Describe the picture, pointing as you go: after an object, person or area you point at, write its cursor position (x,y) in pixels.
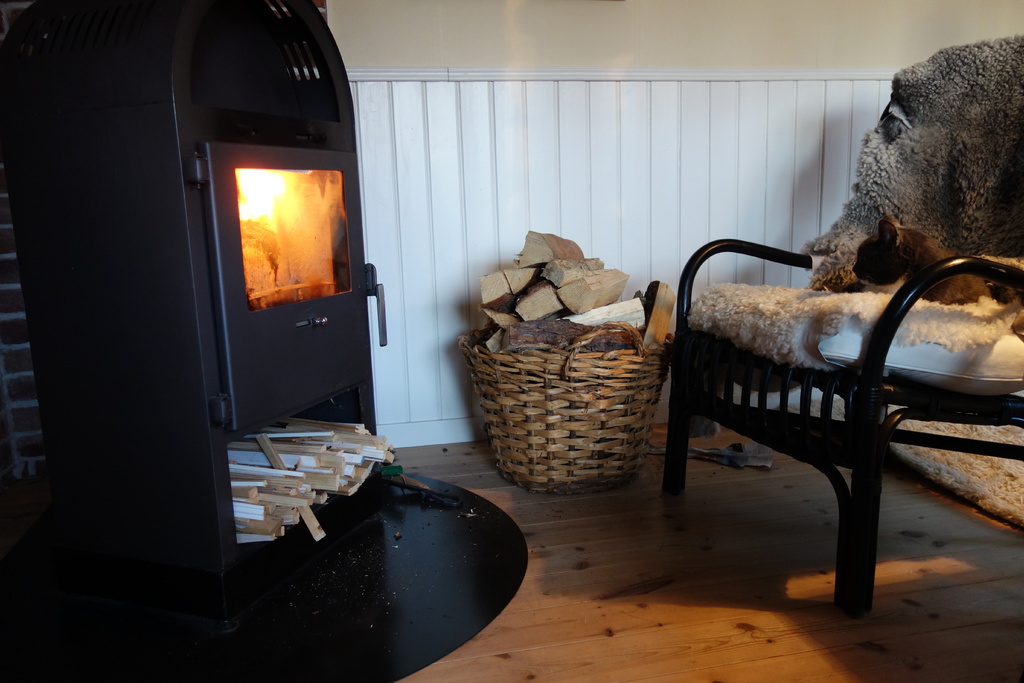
In the image there is a chair (819,348) and there is an animal (916,261) on the chair (762,356), beside that there is a basket (636,362) and there are many wooden pieces (571,281) in that basket (556,389), in front of the chair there is a fire pit (272,419) and under the fire pit (341,419) there are many wooden sticks (348,462).
